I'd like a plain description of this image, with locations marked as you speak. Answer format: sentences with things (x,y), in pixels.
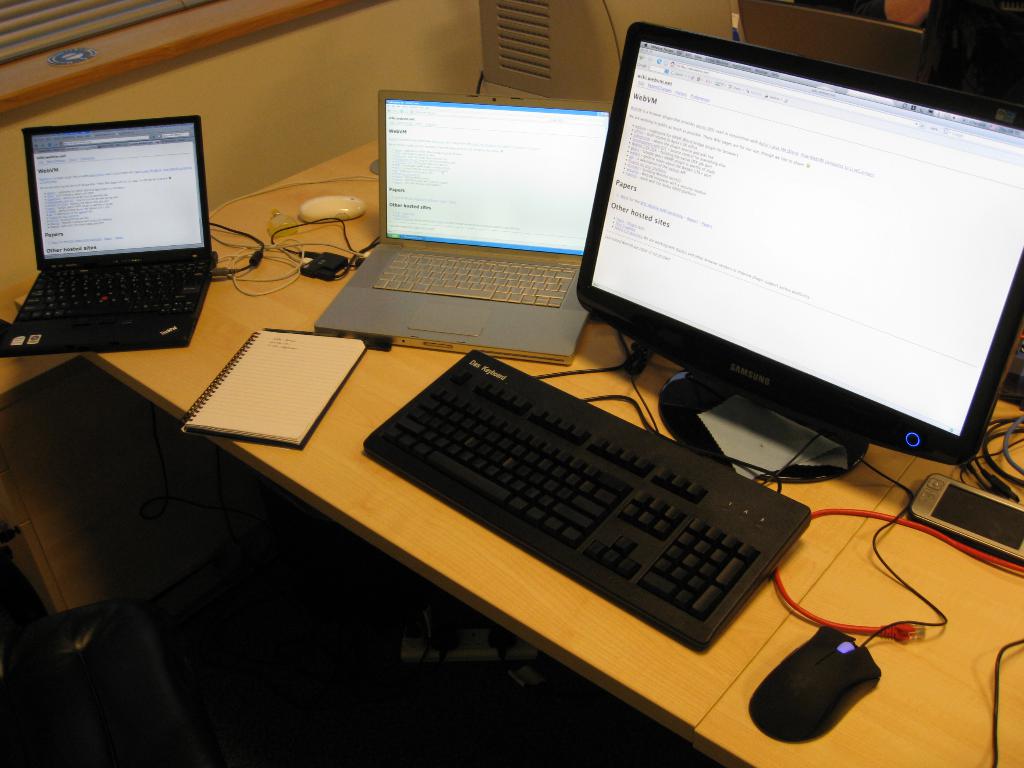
In the image there is a table (956,670). On the table (864,619) there is a monitor (704,372), keyboard (622,461), laptops (411,335), a notepad (247,384), mouses (819,662), cable wires (828,624), a cloth (798,462) and a mobile phone (956,522). Below the table (537,594) there is a extension board (459,644). At the below left corner of the image (75,721) there is a chair (23,721).
